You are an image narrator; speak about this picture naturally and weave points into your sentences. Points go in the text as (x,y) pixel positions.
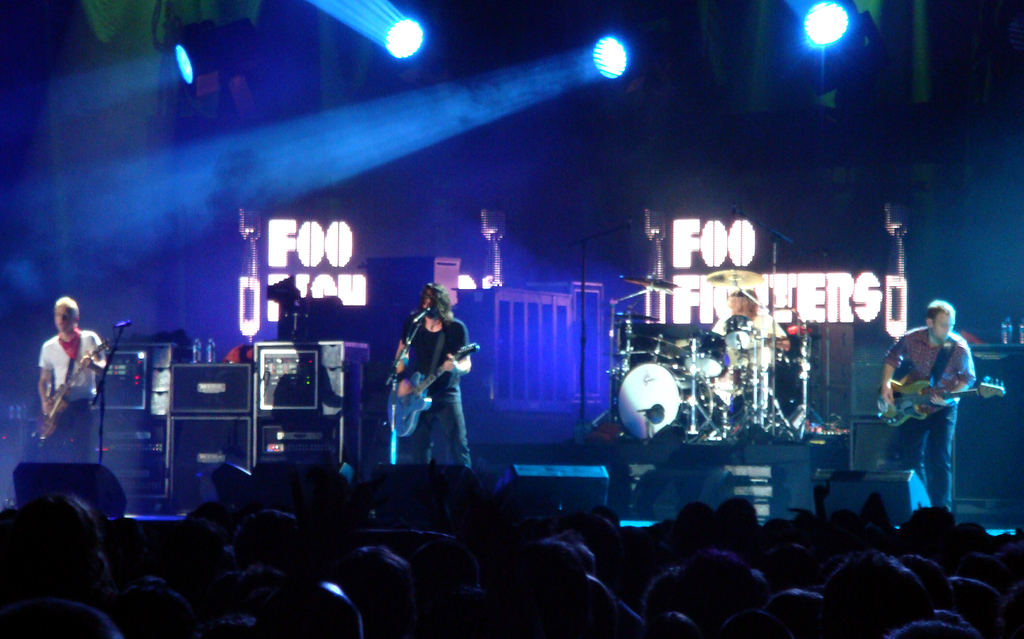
Here we can see a band of 4 (947,354) performing on stage (493,426), three of them (68,312) are playing a guitar (916,407) with microphone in front of them and the person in the middle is playing drums (695,370) and there are colorful lights (841,40) present and in front of them we can see a set of audience (492,629) present and there are other musical instruments (283,372) on the stage (267,372).
